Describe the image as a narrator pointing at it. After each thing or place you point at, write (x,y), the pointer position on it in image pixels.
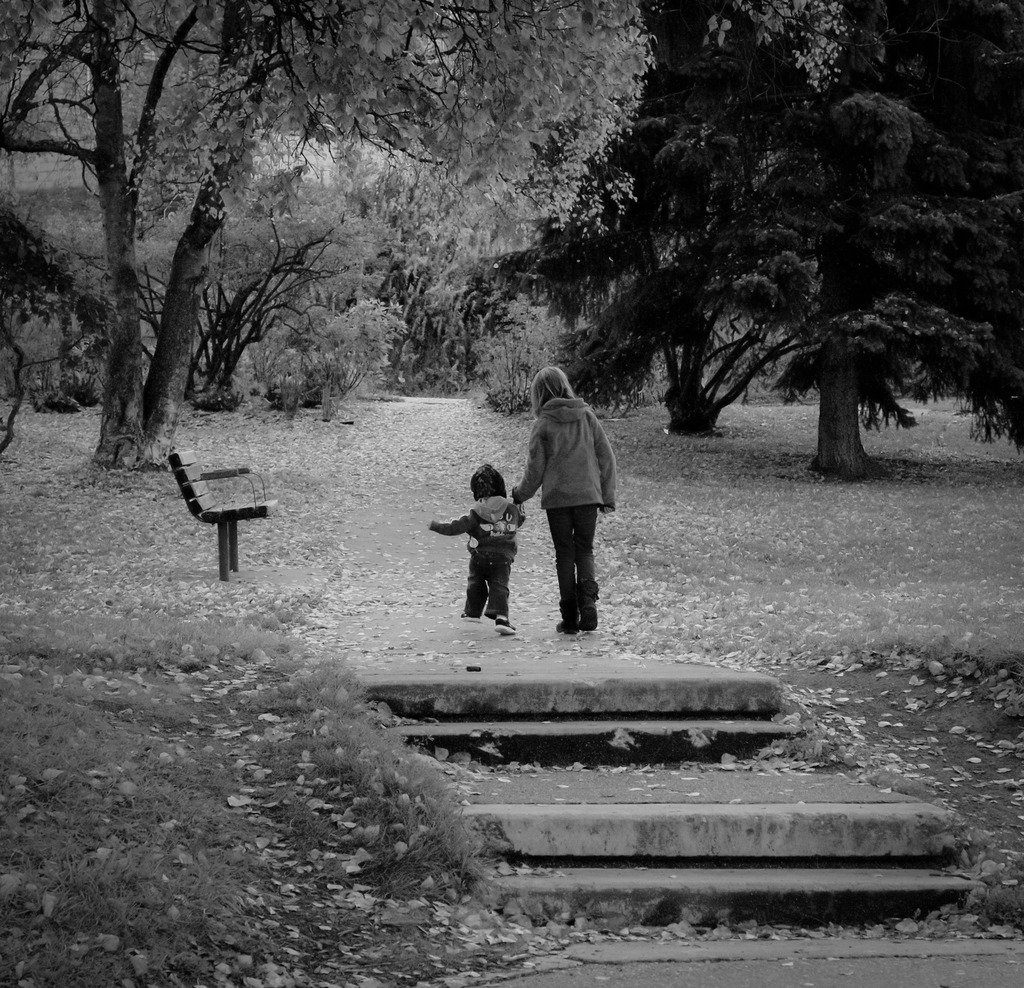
Here we can see a Woman (555,423) and Child (492,556) walking through a park (360,525) and beside them we can see a bench (181,459) and a lot of trees (146,282).
